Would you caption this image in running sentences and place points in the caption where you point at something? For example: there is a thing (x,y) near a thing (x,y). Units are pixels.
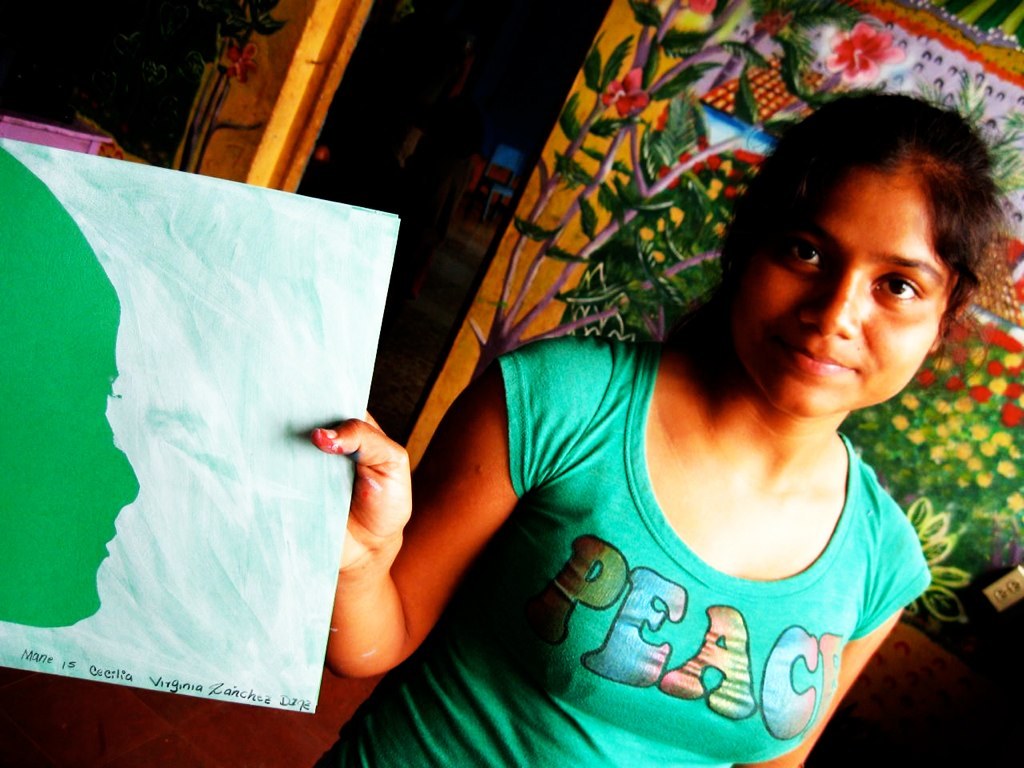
In this image we can see a person (677,370) holding an object (69,576) in her hands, which is painted and some text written on it, in the background (645,137) we can see a banner (945,72) with different colors.
